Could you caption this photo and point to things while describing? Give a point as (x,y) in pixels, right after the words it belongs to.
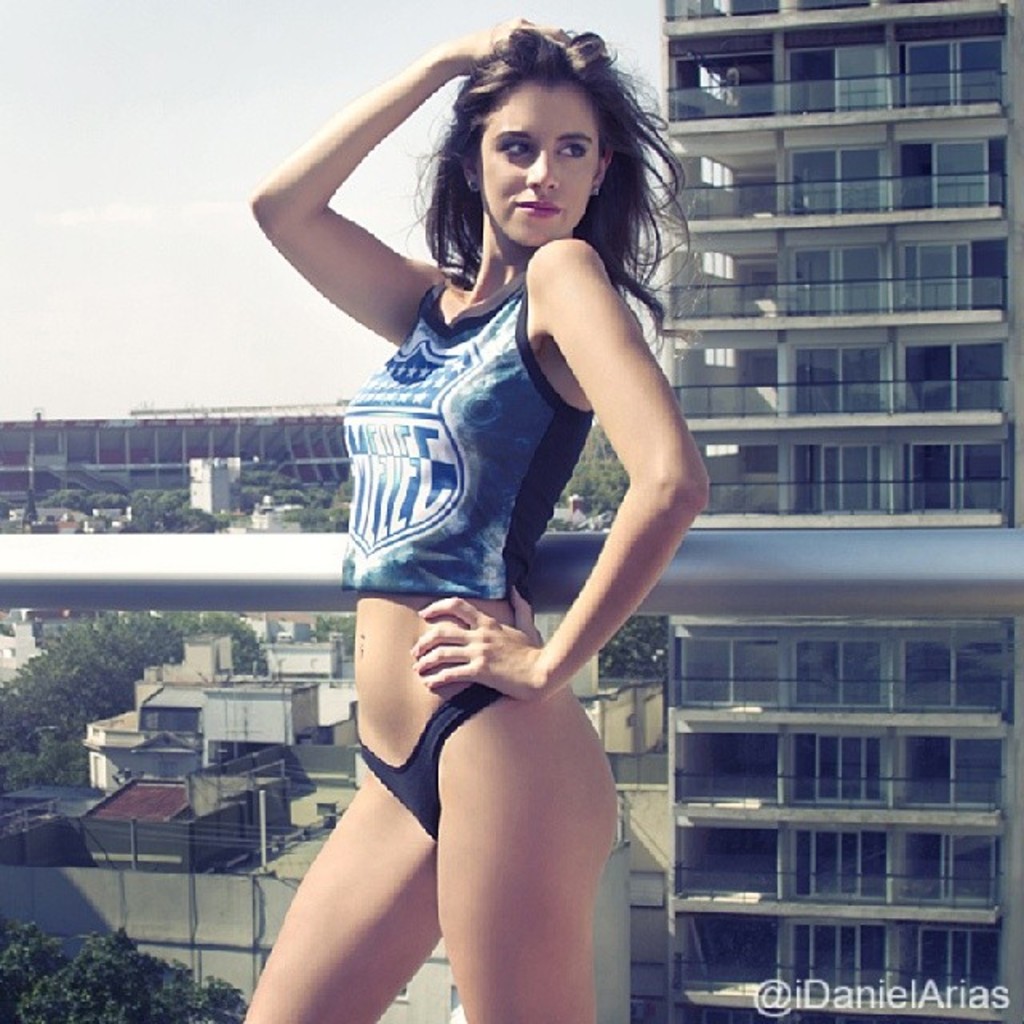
In this picture there is a woman (468,504) wearing blue crop top (452,482) is standing and there is a pole (872,551) behind her and there are few buildings (893,520) and trees (105,684) in the background (825,326).
